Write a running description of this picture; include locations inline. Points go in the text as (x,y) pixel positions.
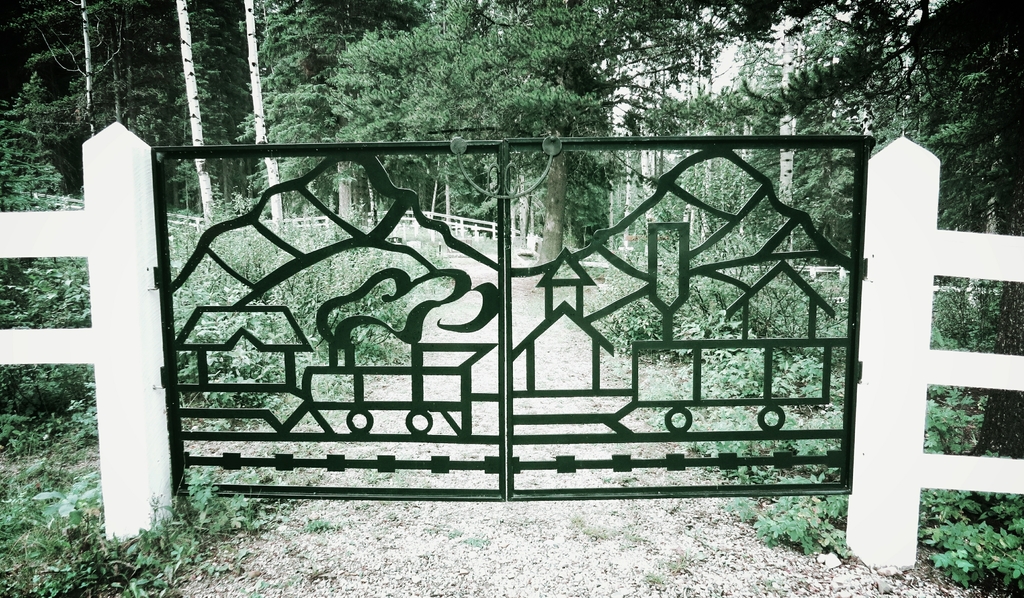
This is an iron gate (477,354), which is attached to the fence (148,318). This looks like the wooden fence (148,318). I can see the plants (802,327) and bushes (702,309). These are the trees (434,54) with branches (221,104) and leaves (335,100).
